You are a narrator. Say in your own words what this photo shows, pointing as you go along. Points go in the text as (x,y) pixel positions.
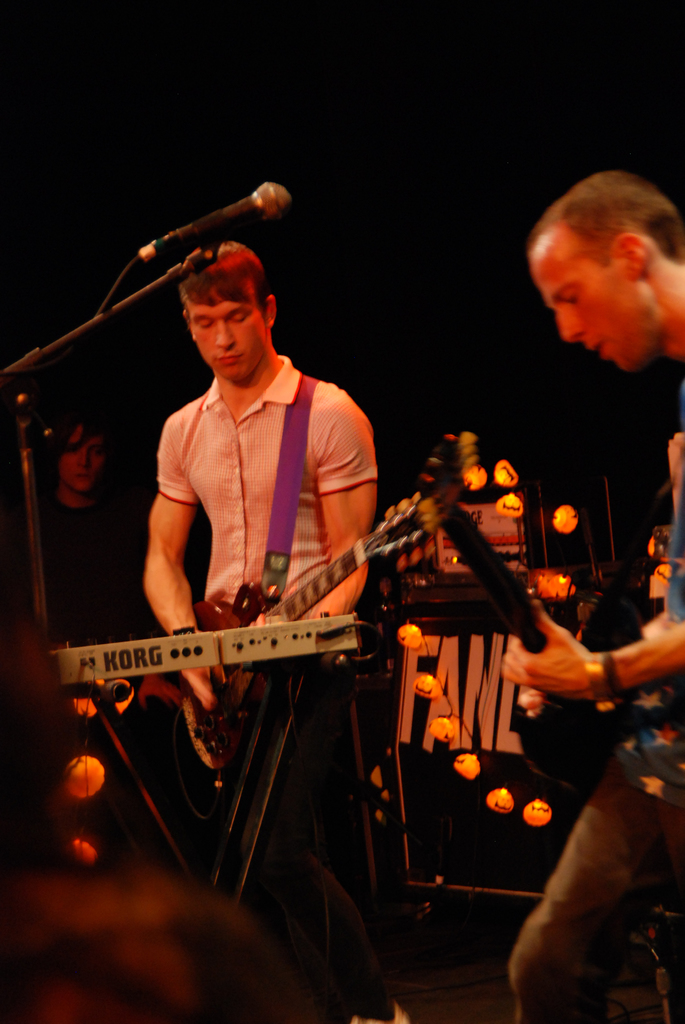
In this image On the right (591,306) there is a man (628,771) he is playing guitar (538,725). On the left (227,518), there is a man (253,489) he wear t shirt (260,487), trouser (302,744) he is playing guitar (211,714) and there is mic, keyboard (299,646). In the background (491,798) there are lights (403,646).
